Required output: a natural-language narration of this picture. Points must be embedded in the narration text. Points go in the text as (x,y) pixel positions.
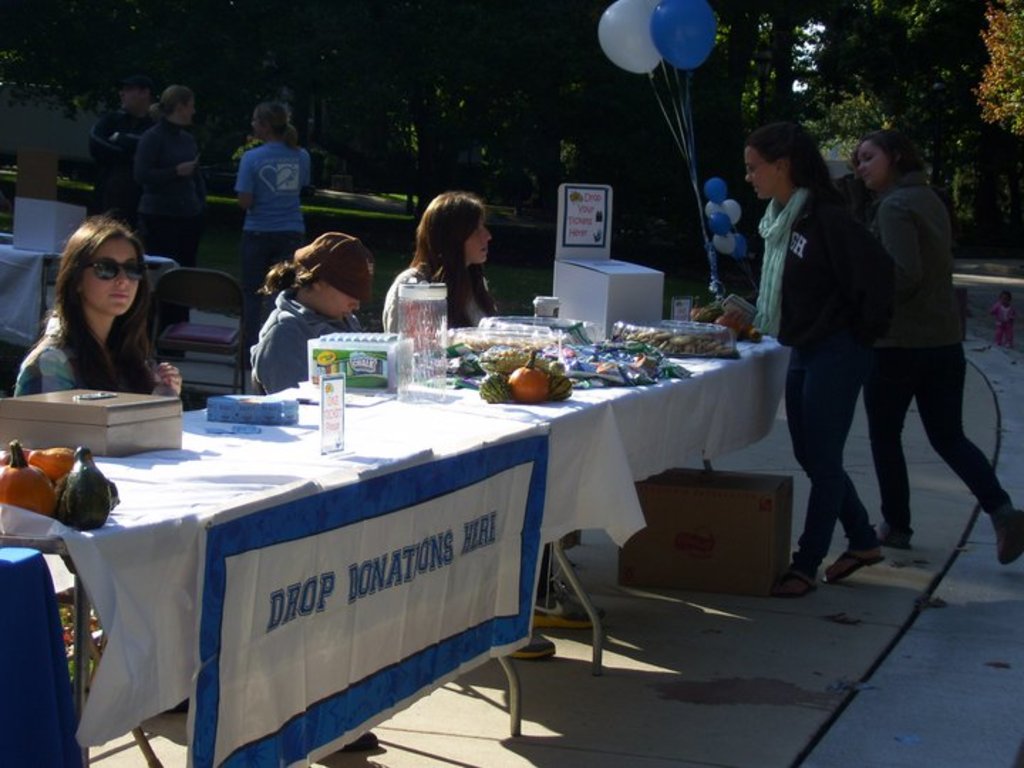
Three women (359,250) are sitting at a donation table (244,435) while two women (773,312) approached them.
